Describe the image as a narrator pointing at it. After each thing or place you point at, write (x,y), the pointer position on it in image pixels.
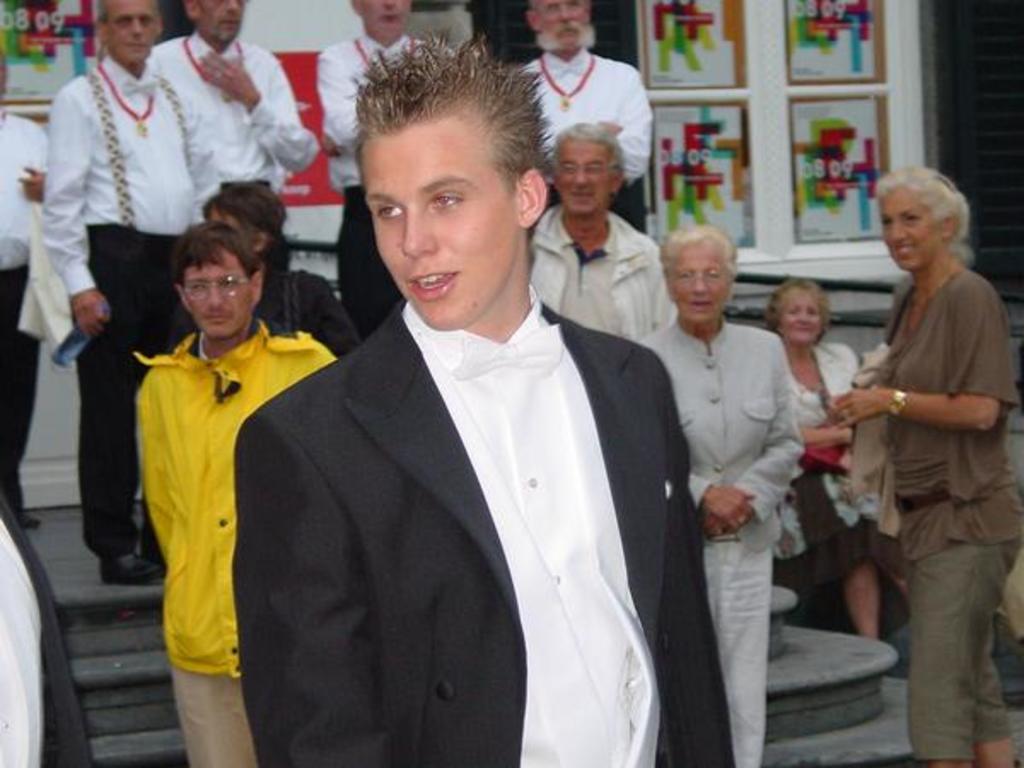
There are people (117,134) and we can see steps (848,725). In the background (855,206) we can see posters (802,200) on walls (844,90).
